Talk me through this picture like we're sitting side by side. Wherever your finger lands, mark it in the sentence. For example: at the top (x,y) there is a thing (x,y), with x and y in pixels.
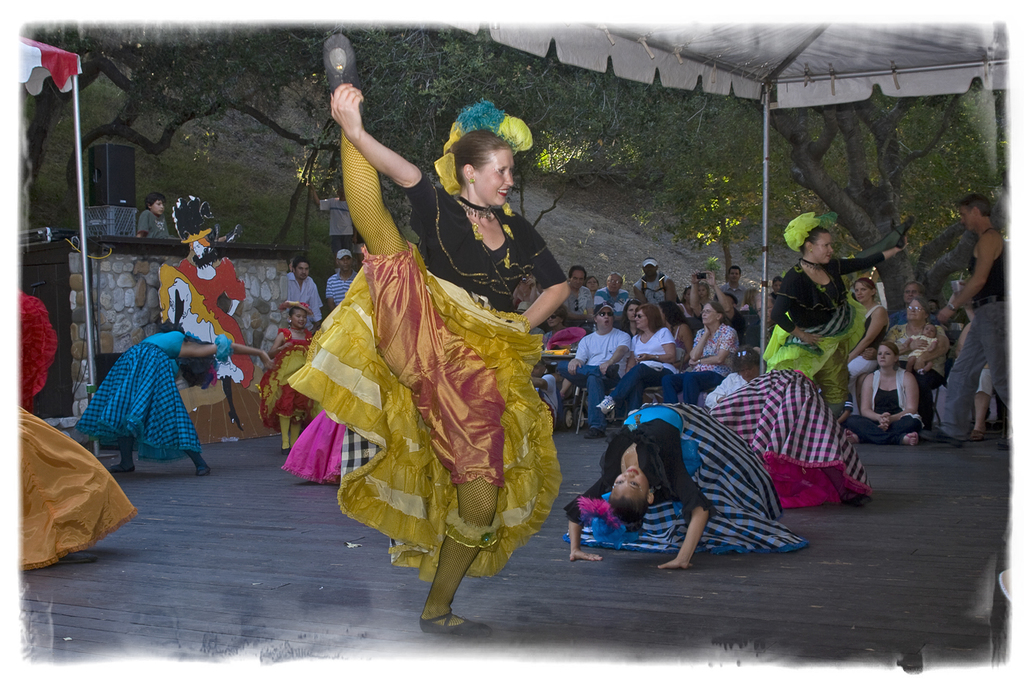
In this image we can see a group of people (483,482) on the stage (579,448). We can also see a tent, a speaker box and a wall (78,346) built with stones (126,323). On the backside (202,413) we can see a decor (237,400), a group of people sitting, some grass (317,226) and a group of trees (429,116).
